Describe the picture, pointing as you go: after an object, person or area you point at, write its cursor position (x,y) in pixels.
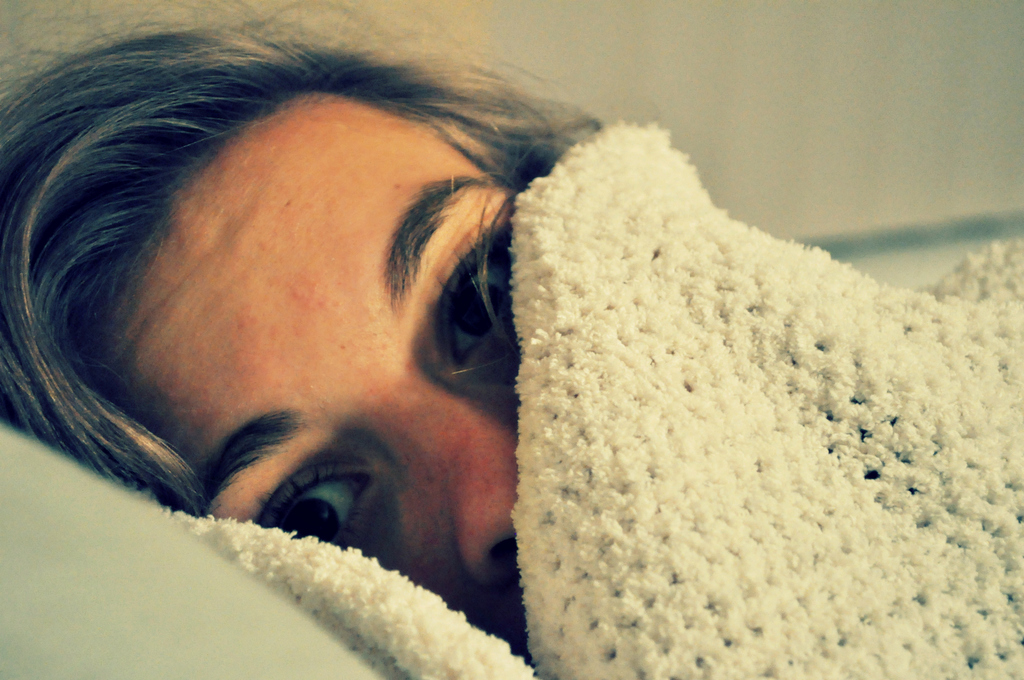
In this image, we can see there is a person (470,483) lying, partially covered the face (418,454) with a white color cloth (570,594) and keeping head (67,406) on a pillow (187,556). And the background (777,6) is blurred.
